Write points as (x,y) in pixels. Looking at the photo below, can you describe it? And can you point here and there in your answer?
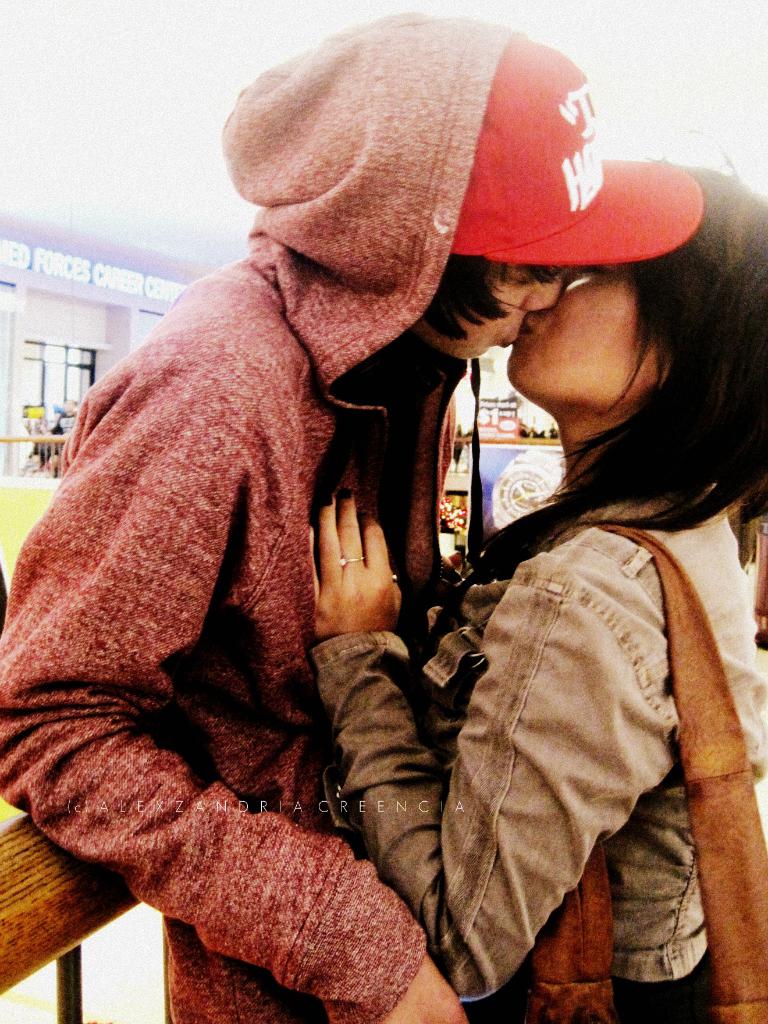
In the image two persons (496,153) are kissing. Behind them there is wall (33,187) and banners (99,254).
